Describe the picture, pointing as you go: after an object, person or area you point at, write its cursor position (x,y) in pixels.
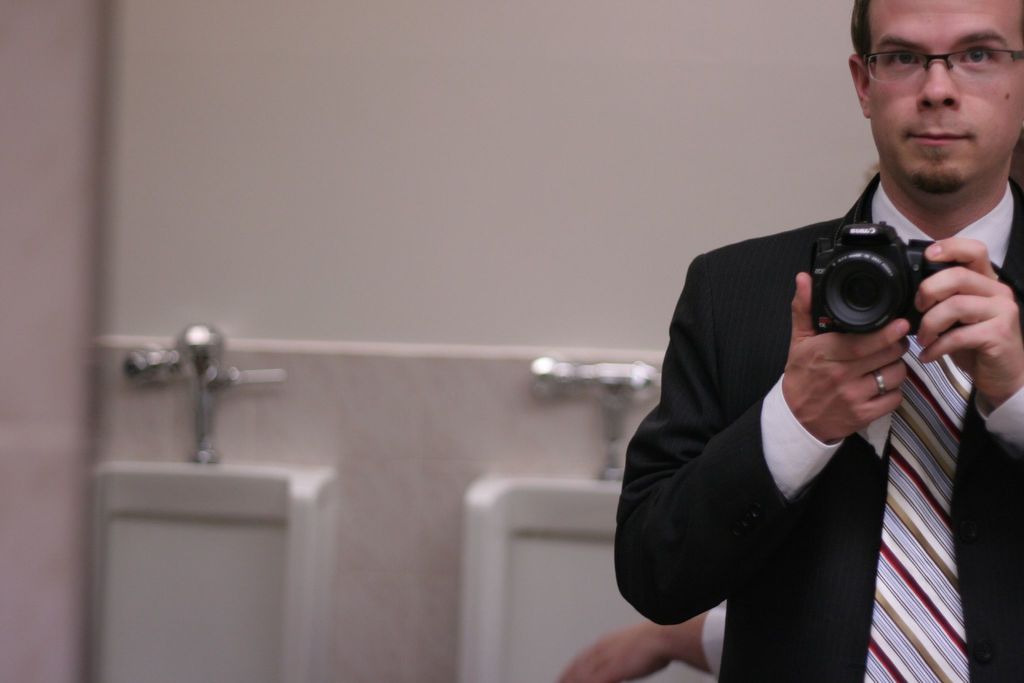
A man (983,215) with a black color blazer (723,480), white shirt (903,236) and with a striped tie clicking a picture holding the camera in his hand (948,244) and at the back ground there is a person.
